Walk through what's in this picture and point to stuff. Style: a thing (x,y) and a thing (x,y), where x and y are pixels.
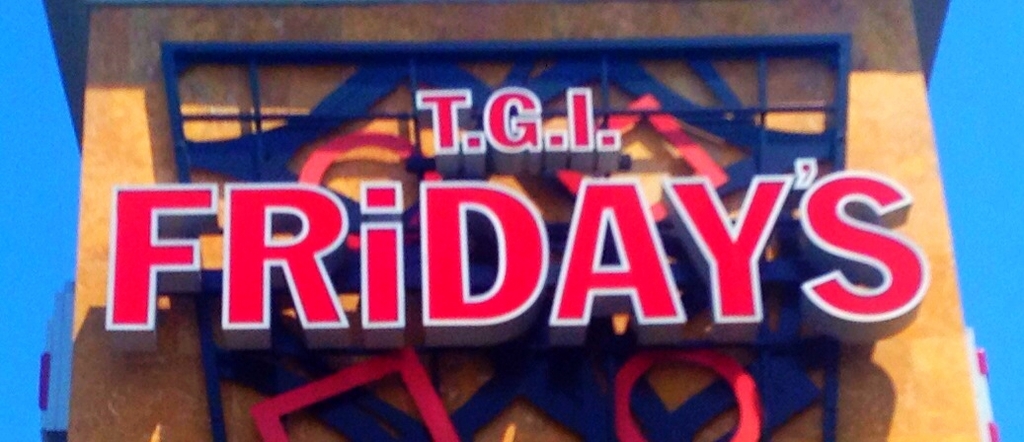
In this image there is a building (824,26) having some text (527,132) on the wall (922,150). Background (955,147) there is sky (954,190).
